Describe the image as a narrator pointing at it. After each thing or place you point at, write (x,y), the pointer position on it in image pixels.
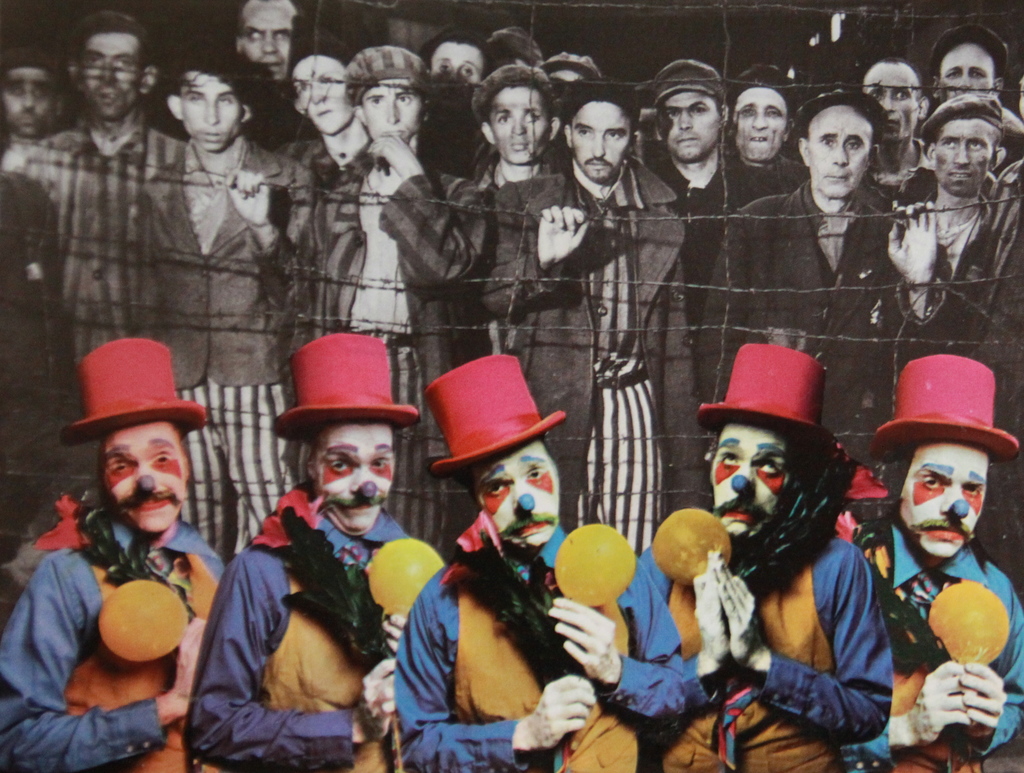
This is the edited image where there are few people (582,174) standing behind the fence (346,202), there are few people (393,523) in costumes (264,591) and holding some objects (161,633).
